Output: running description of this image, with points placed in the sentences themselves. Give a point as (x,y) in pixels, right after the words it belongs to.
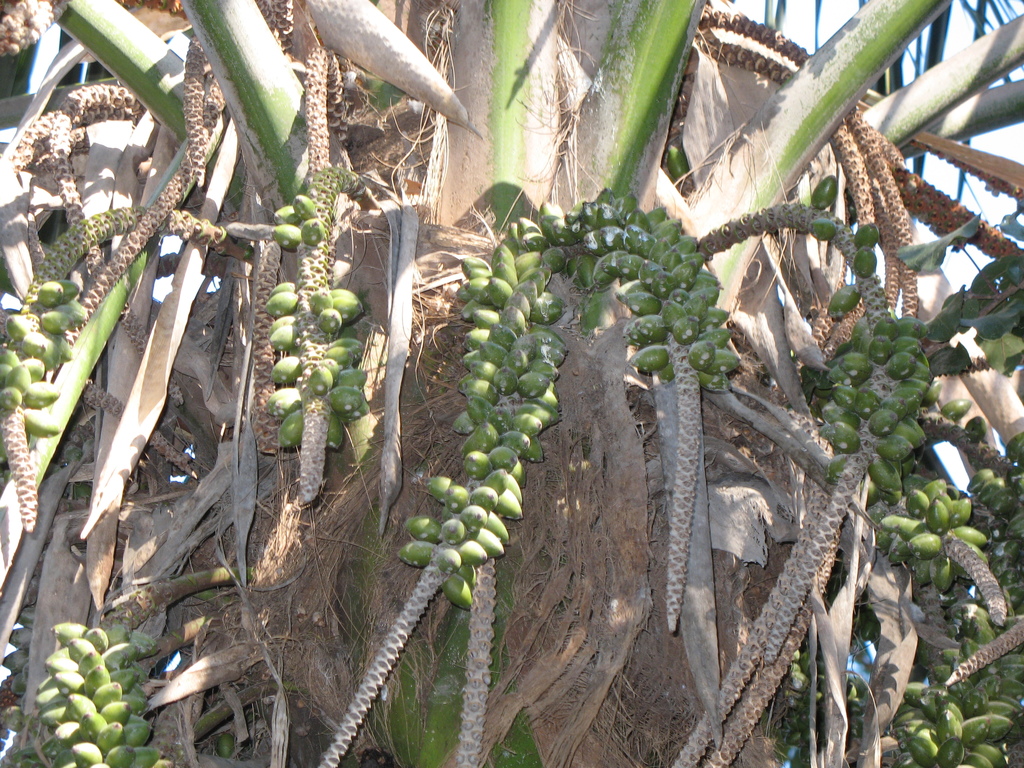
In this image I can see many fruits (112,735) to the tree (426,427) and there is a sky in the back (959,28).
